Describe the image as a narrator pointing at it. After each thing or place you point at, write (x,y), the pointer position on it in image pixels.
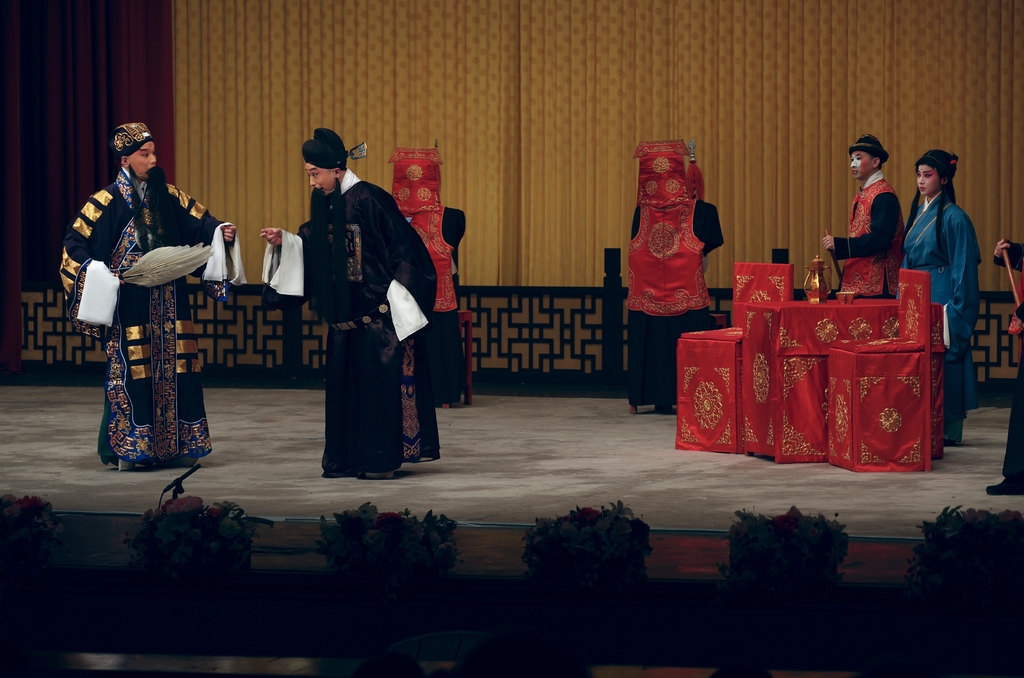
This is looking like a stage show is going on. On the stage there are many people (425,231). There are table (830,312), chairs (886,369) with red covers (818,376). On the table (803,326) there is a teapot (816,291) and a bowl (841,303). In the background (779,88) there are curtains (860,116). In the foreground (43,527) there are bouquets (945,586).
